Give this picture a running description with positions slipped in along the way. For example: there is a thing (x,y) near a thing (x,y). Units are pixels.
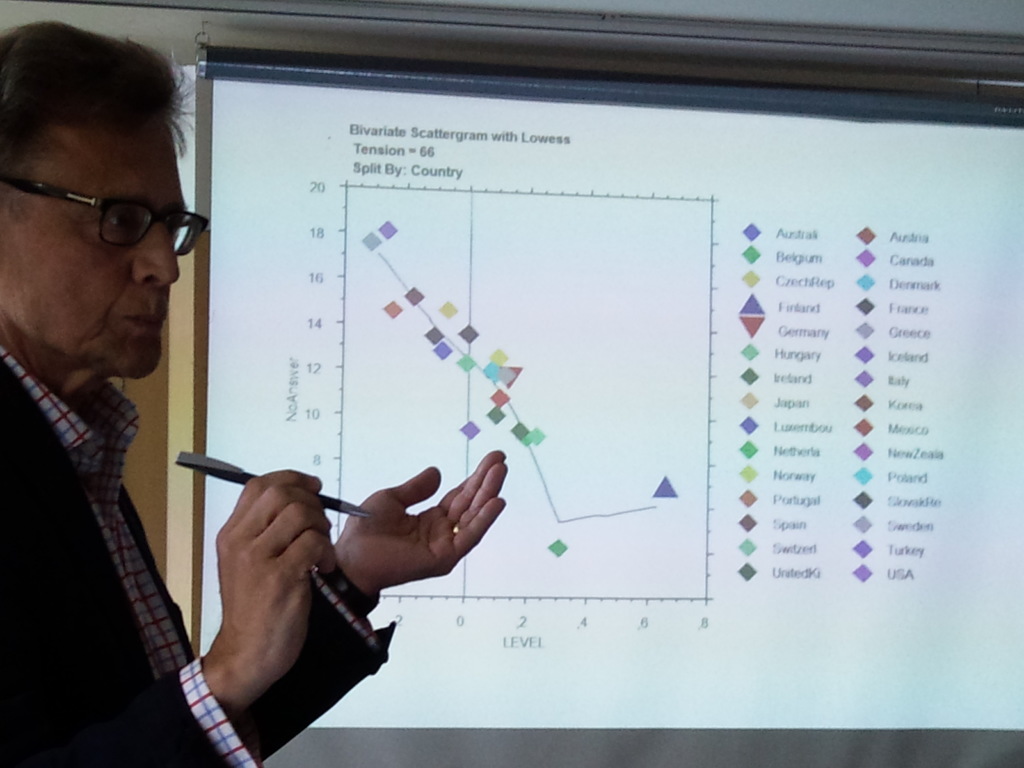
In the image there is a man (9,226) in black suit (47,544) and shirt (118,570) holding a pen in front of a screen (686,185).
